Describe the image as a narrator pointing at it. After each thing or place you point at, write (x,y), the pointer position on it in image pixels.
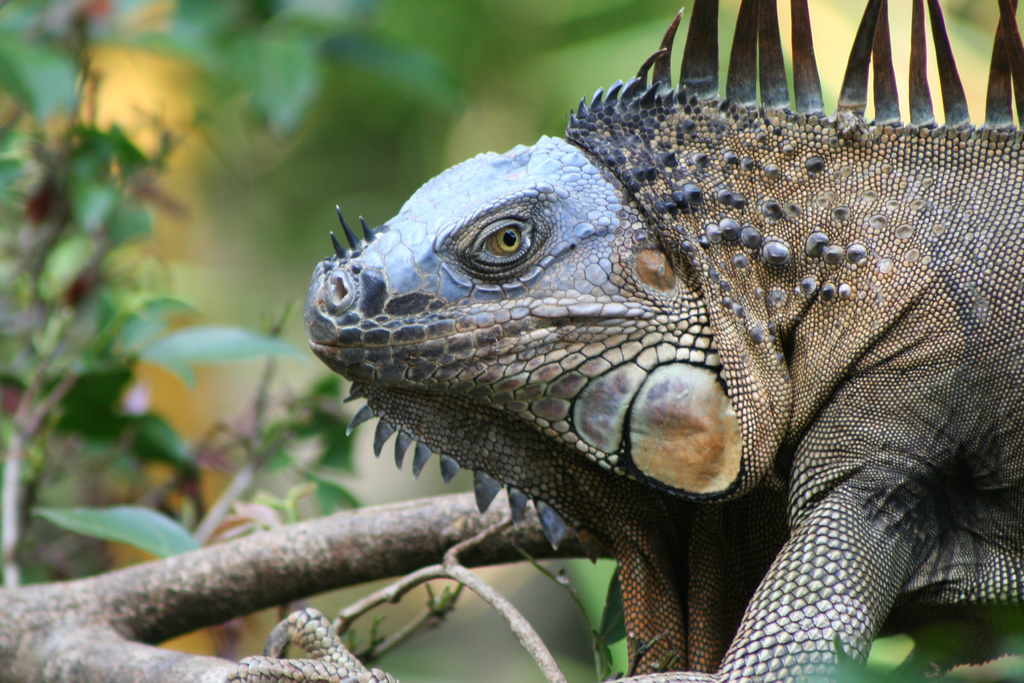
I think this is a reptile (852,363), which is on a tree branch (187,576). On the left side of the image (151,522), I think these are the trees (96,316) with the leaves (114,346). The background (97,139) looks blurry.
